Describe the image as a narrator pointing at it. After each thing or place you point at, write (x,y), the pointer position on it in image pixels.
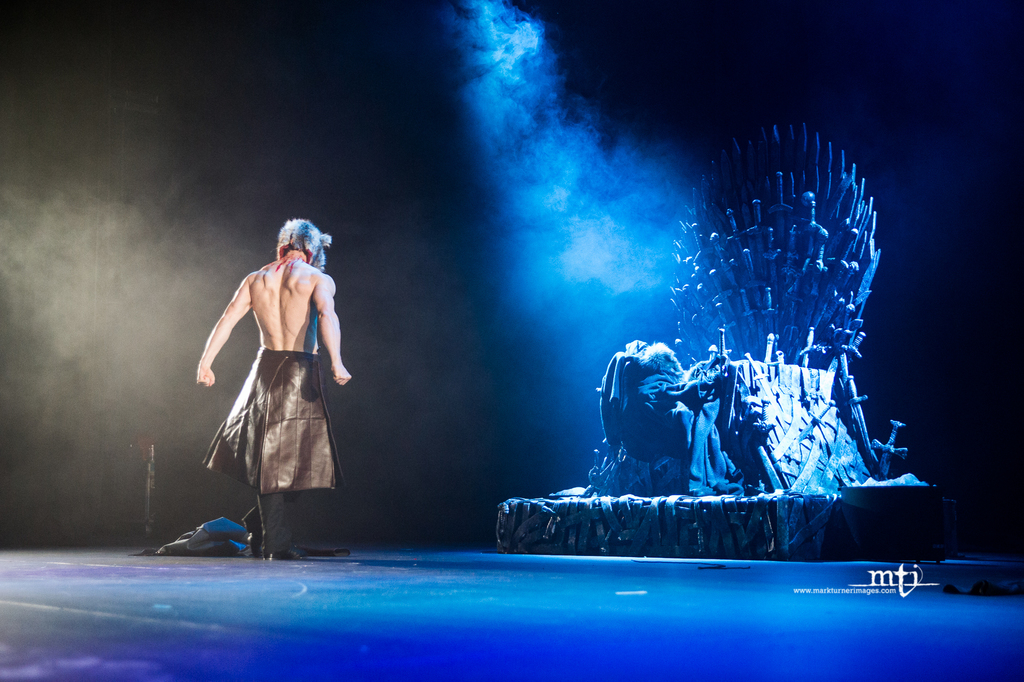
In this image on the stage (584,562) there is a man (288,321). This is a chair (742,325). The background (411,2) is dark.
